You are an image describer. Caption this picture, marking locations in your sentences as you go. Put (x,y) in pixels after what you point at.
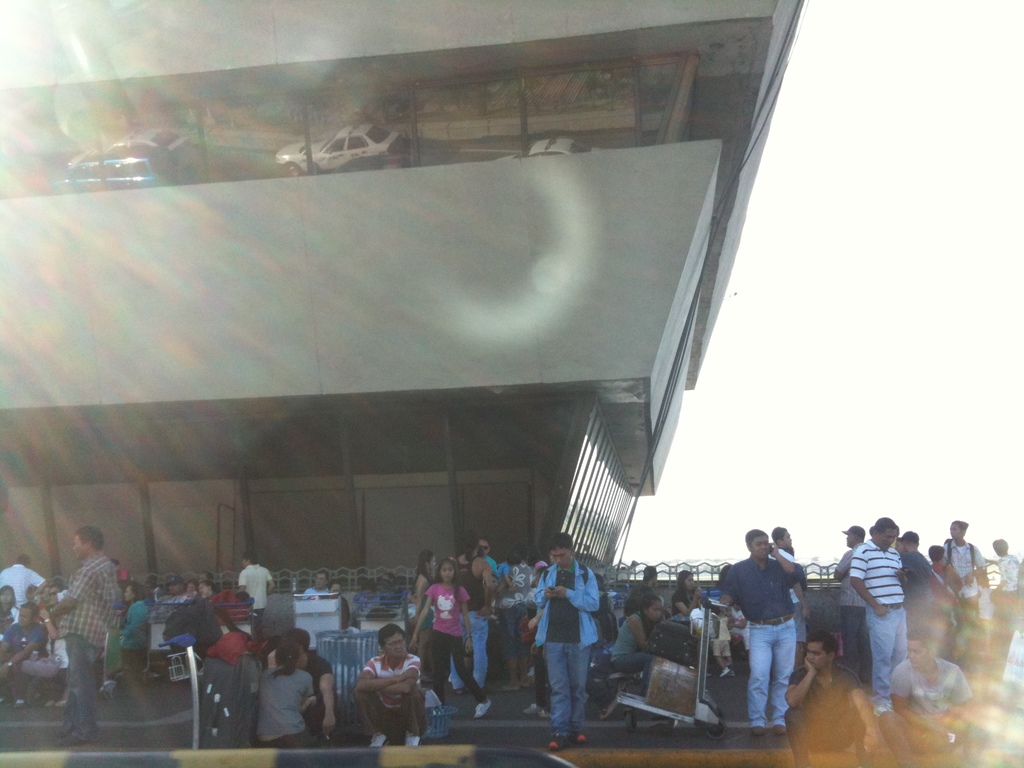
In this image I can see a group of people (810,684) are standing and also sitting in front of this building (552,458). At the top (491,181) there is the building (493,204) with glasses (491,150). On the right side (825,314) there is the sky (829,340).
